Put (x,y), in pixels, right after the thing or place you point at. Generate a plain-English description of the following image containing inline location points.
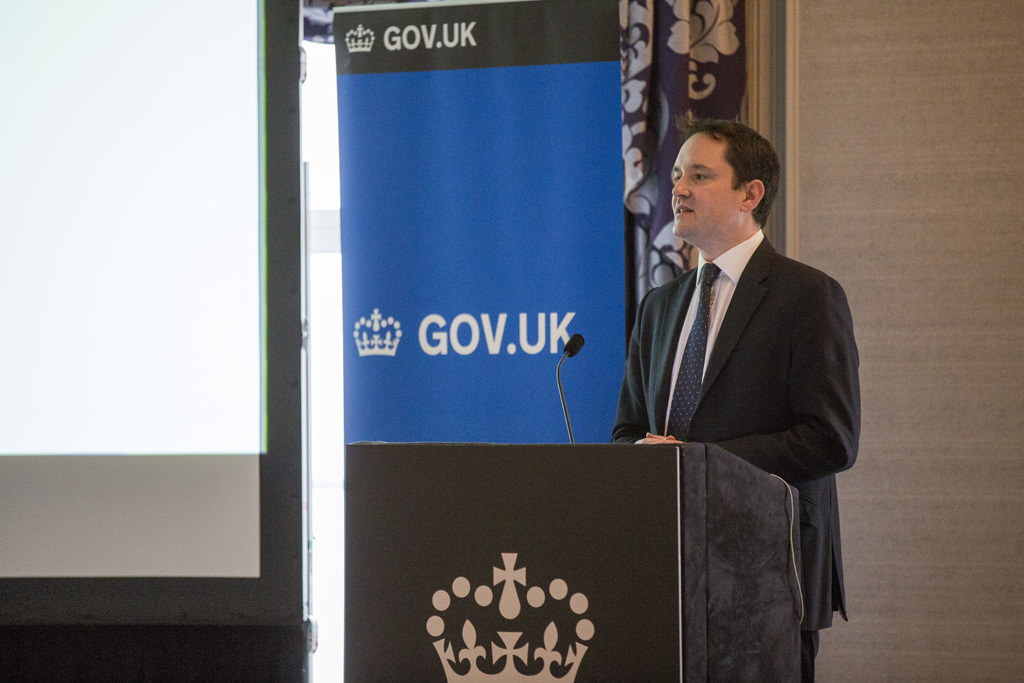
In this image we can see a man (681,233) standing at the podium (537,518) and a mic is attached to it. In the background (725,89) there are curtains (710,89) and a display screen (302,280).
